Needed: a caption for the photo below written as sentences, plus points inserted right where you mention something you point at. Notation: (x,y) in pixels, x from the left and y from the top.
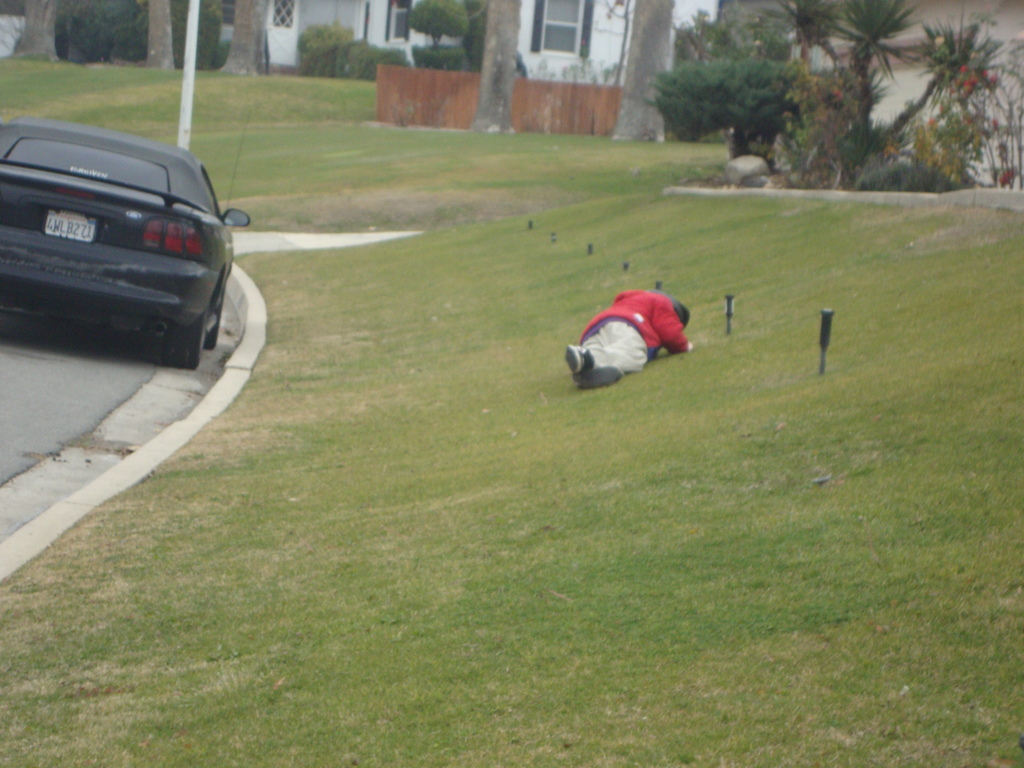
In this picture we can see a person (600,380) is lying on the grass (502,441), beside to the person (606,357) we can find a car (134,317) on the road (120,386), in the background (440,6) we can see few trees (664,64), buildings (227,9) and a pole (186,77).
